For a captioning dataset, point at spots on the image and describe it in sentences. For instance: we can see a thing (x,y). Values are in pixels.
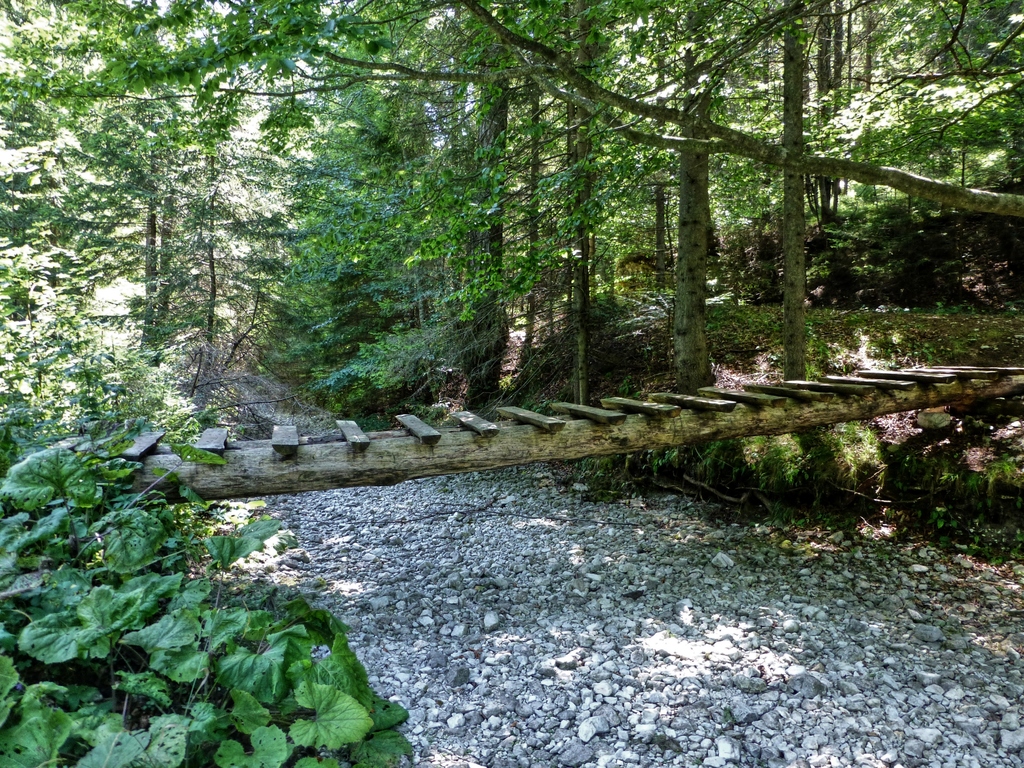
In this picture, we see a wooden bridge (557,440). At the bottom of the picture (577,619), we see the stones (921,643). There are trees (485,287) in the background (622,260).
